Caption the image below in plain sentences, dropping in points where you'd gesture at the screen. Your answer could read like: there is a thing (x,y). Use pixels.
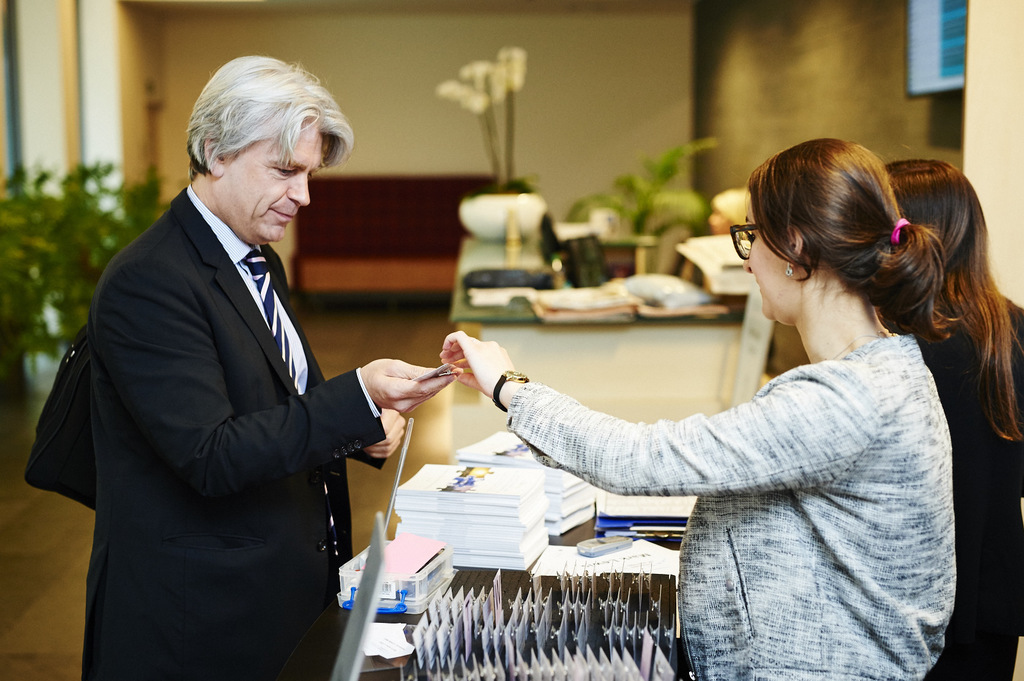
In this image we can see three persons (1007,322) standing. One person (213,376) is wearing coat (253,423) and holding a paper (439,370) in his hand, One woman (873,298) is wearing spectacles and a wrist watch (508,380) on her hand (519,388). In the foreground (489,658) we can see group of papers (457,564), box (445,577), some cards (584,622) on a table (519,611). In the background (520,179), we can see group of plants (104,260), a sofa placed on the ground (409,335). A television (928,61) on the wall (873,85) and some lights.
